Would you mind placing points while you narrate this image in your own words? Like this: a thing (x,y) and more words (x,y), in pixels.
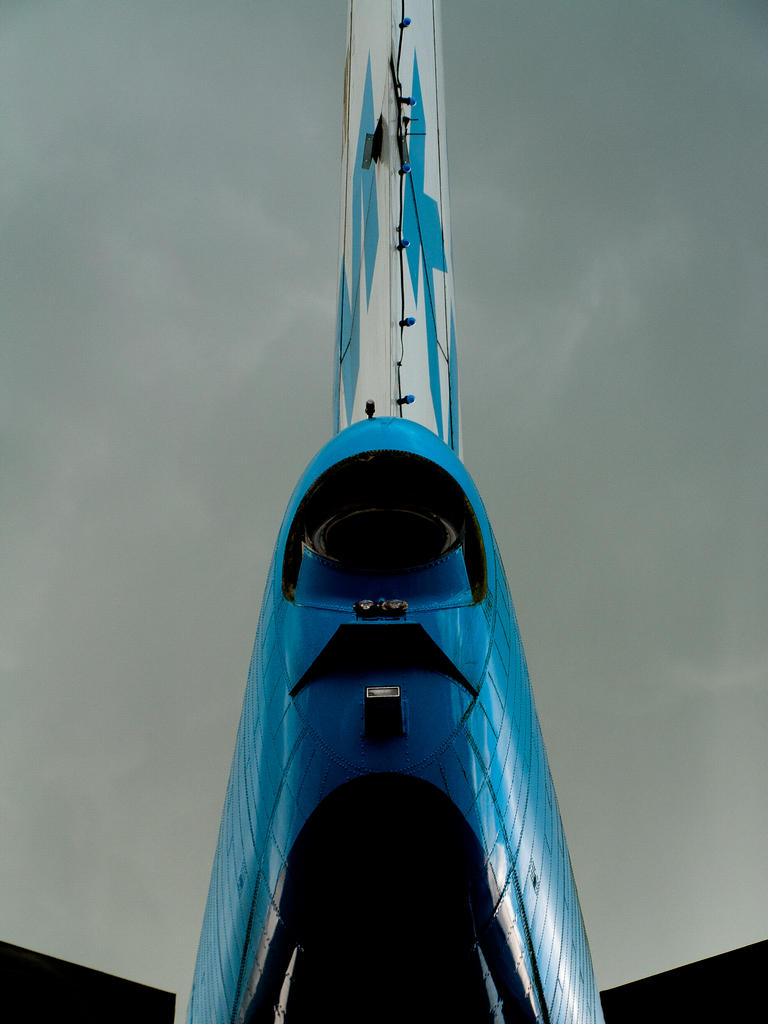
In the foreground (369,488) I can see an object (390,817). In the background (155,494) I can see the sky (155,225). This image is taken may be during a day.
